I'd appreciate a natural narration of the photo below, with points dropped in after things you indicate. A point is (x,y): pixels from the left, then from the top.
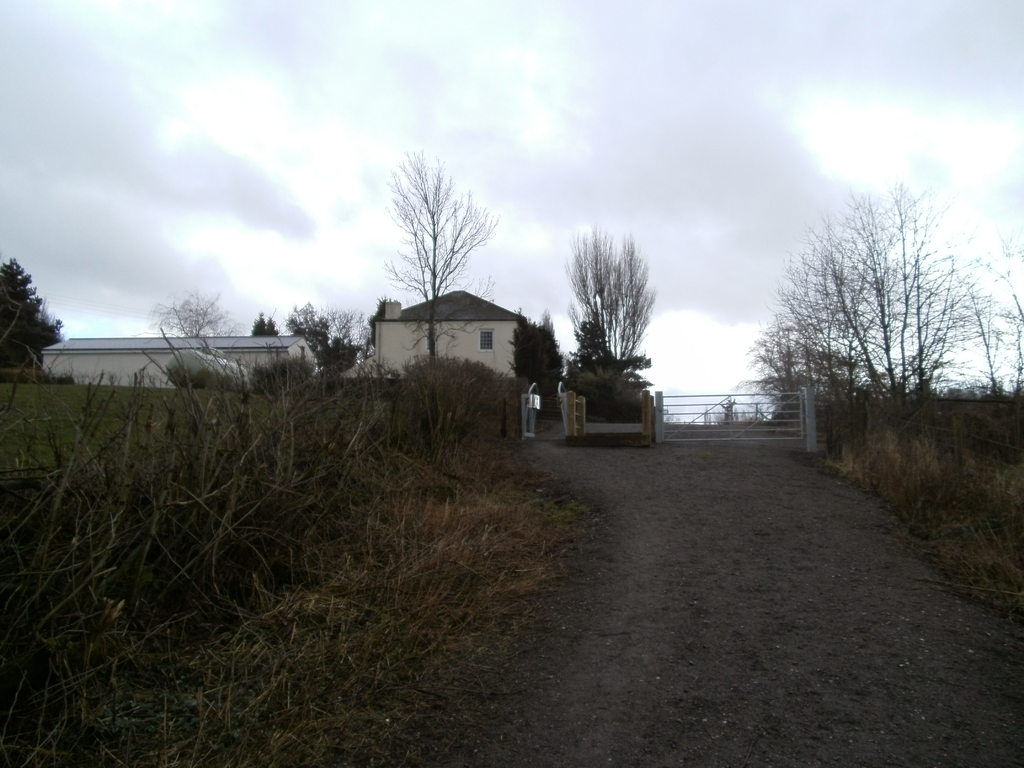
On the left side (221,505) there are plants (174,502). In the back (204,331) there are buildings (392,328), trees (602,305), gate (746,418) and sky (466,151). Also there is a road (708,640) on the side.
